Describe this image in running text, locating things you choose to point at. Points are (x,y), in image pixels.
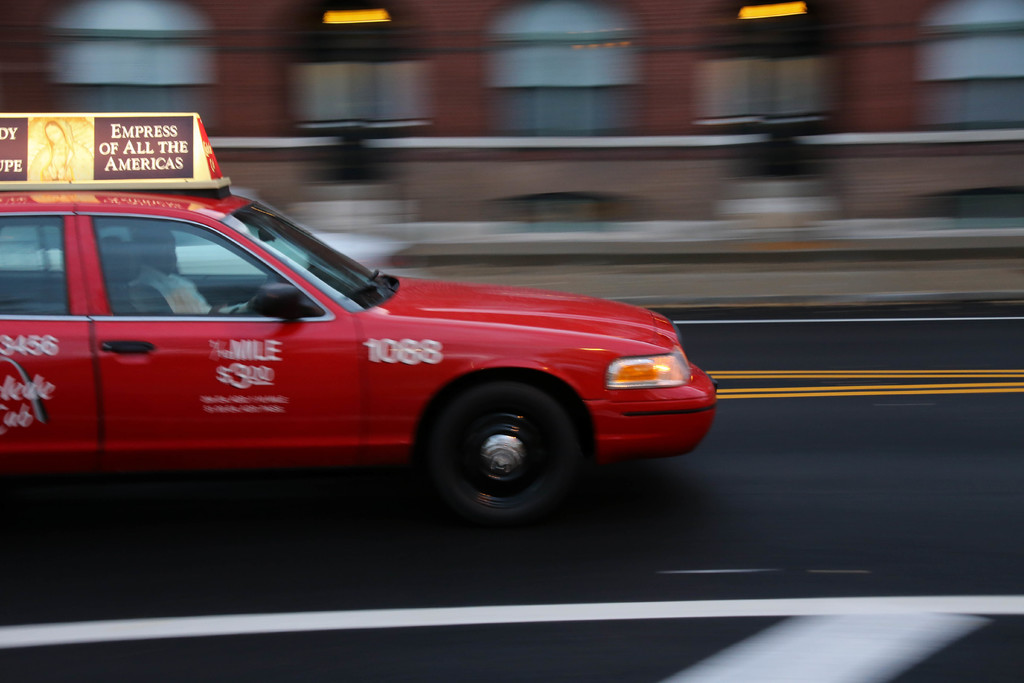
In the center of the image (503,388) we can see one red car (518,401) on the road (720,429). In the car (179,257), we can see one person (183,275) is sitting. On the car (203,210), there is a banner (101,185). In the background (72,101) there is a building (949,146), windows (590,75), lights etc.
